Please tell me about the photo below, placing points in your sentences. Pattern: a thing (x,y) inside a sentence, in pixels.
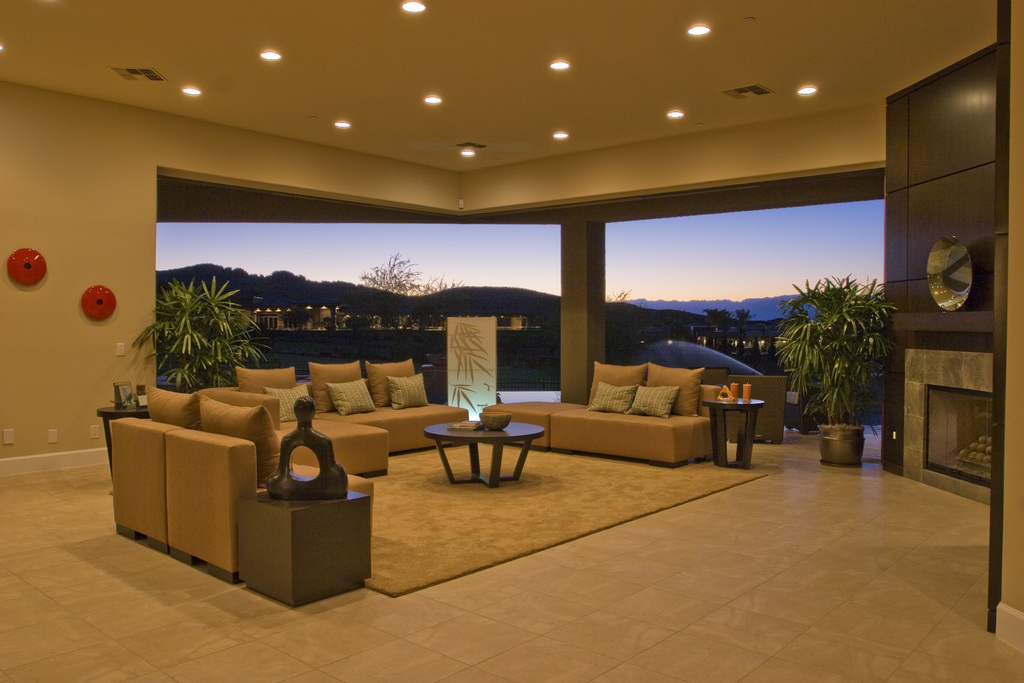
In a room (378,416) there are sofas (360,430), pillows (399,389) a floor mat (483,507). In the middle (533,436) there is a table (493,437). On the table (489,430) there are some object (487,428). And to the left corner of the wall (48,320) there are some objects (15,256) and a plant (208,328). In the background (473,296) we can see some trees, hills (488,297). And to the right side (839,398) there is a plant (855,405).
